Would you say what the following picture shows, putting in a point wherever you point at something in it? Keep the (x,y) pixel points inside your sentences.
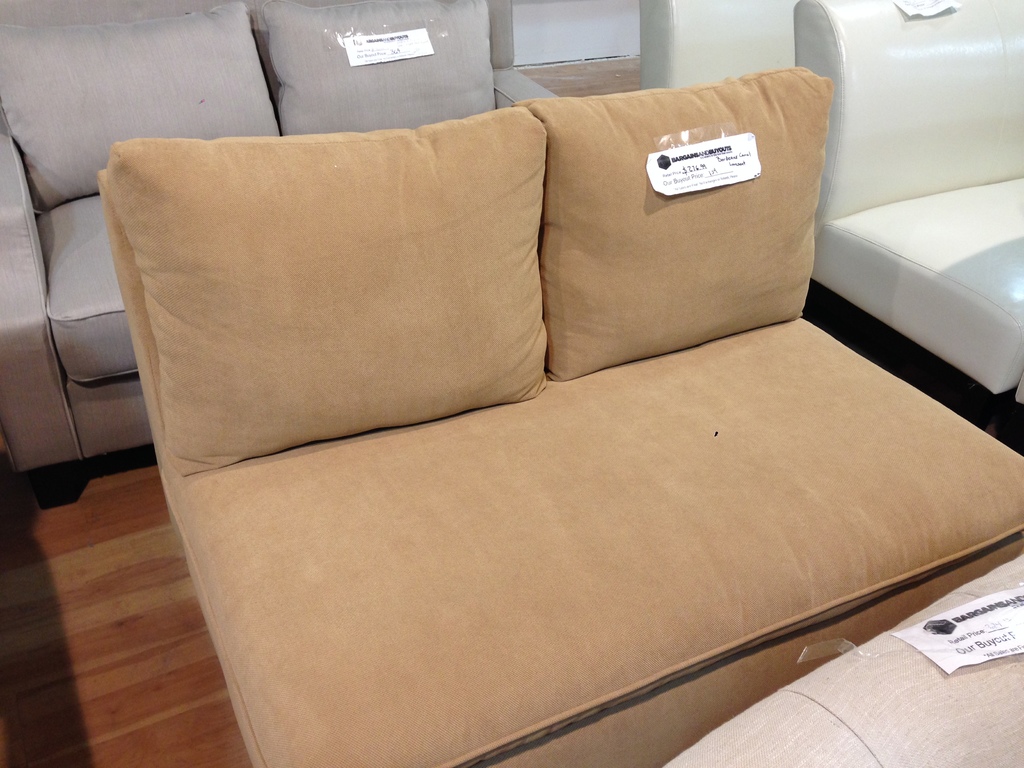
In the picture there are different colors of sofas (241,58) on the floor (107,570), the floor (58,624) is of brown color, in the background (567,43) there is a white color wall (550,32).
